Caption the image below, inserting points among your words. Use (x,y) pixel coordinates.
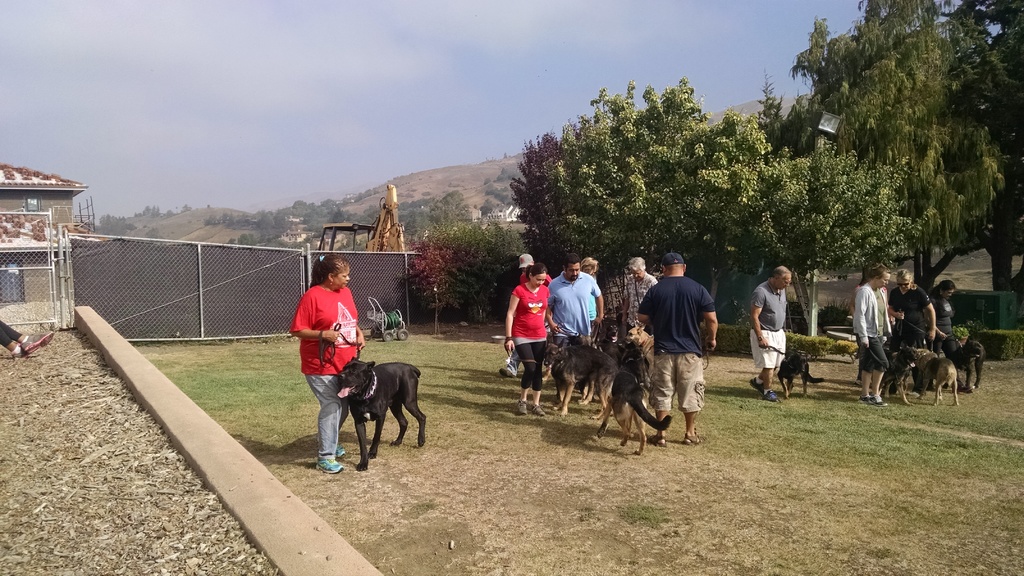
In this image, we can see a group of people (888,346) and dogs (554,344) on the ground (581,503). Few people (764,361) are holding belts (768,349). Background (255,253) we can see plants (999,353), trees (339,214), mesh (4,300), rods (236,337), vehicles (330,225), houses (287,237), hills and sky (532,111). On the left side of the image (30,351), we can see the legs (21,344) of a person (31,344).
